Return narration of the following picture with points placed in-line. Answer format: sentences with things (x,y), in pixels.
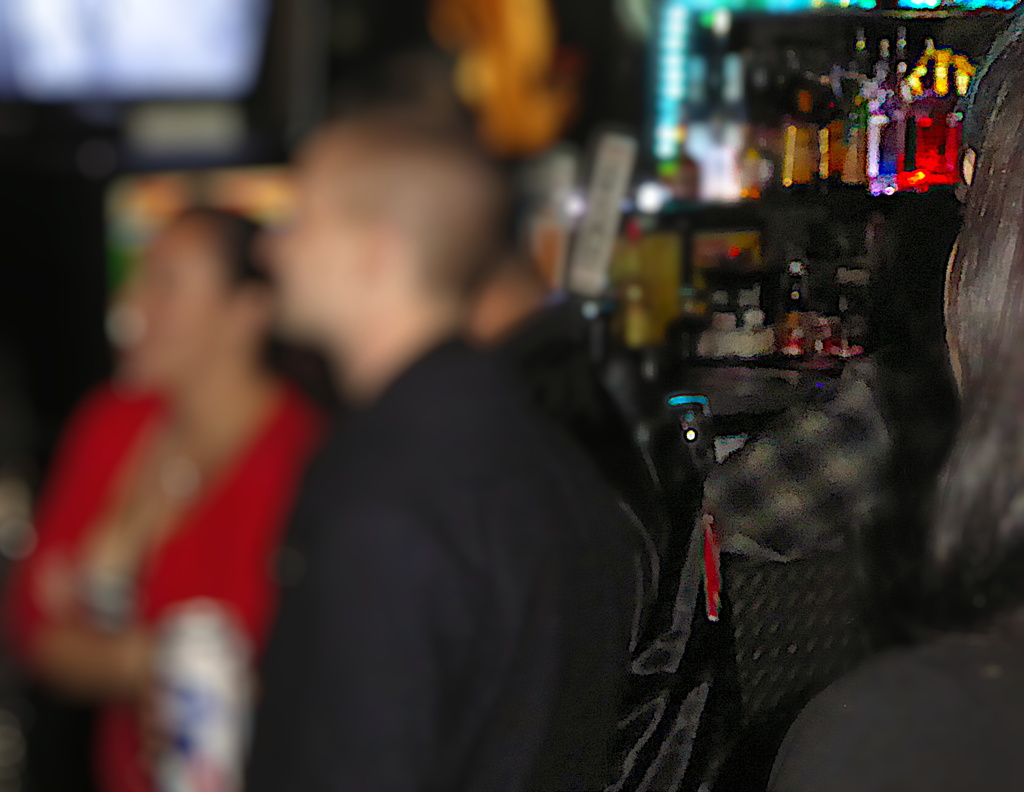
In this image there are people (939,677). In the background (829,339) there are lights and we can see bottles (791,318).
